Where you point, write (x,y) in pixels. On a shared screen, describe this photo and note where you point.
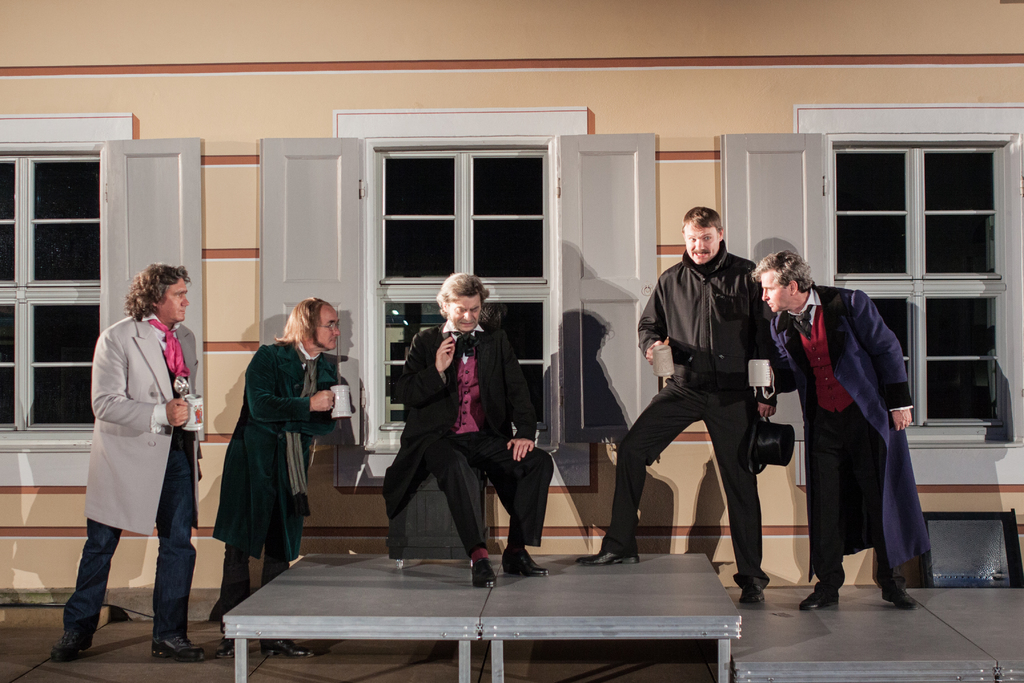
In this image there are five persons (173,441) in the middle (466,452). There are two persons (326,406) on either side. In the middle (468,420) there is a stage (503,605) on which there is a person (462,440) sitting on the stool (427,486). Behind them there are three windows (499,192). The two men (277,360) on either side are holding the cups (666,365).
